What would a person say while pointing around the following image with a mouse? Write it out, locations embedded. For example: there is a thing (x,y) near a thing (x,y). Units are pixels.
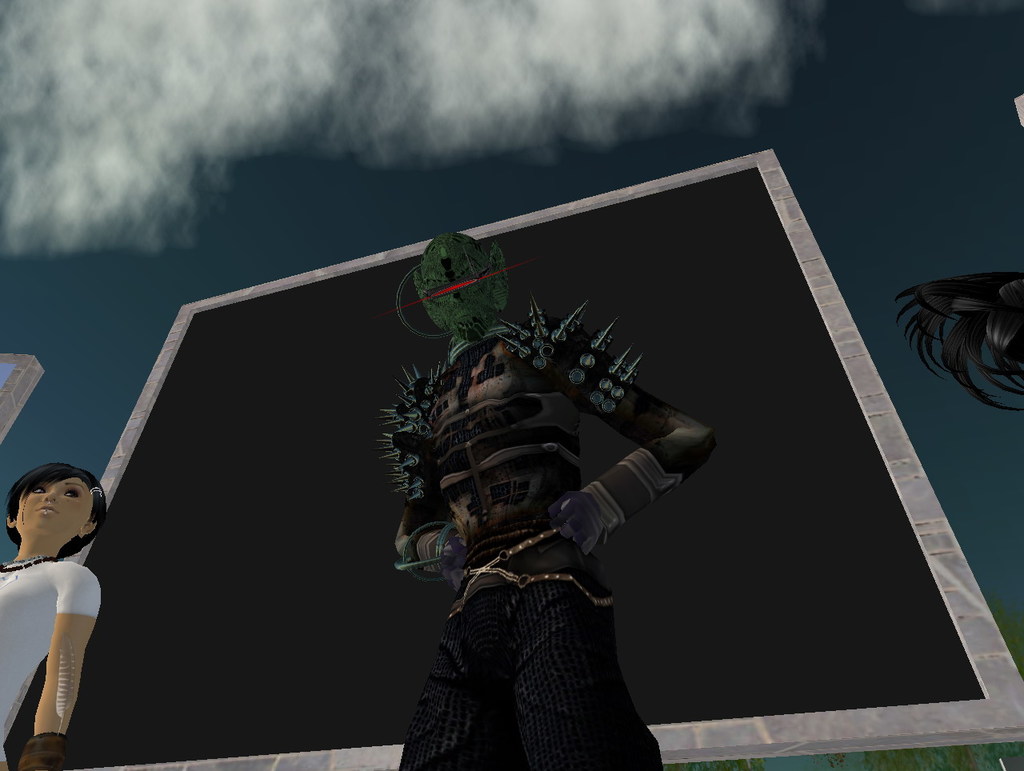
This is animated image, in this image we can see a girl (49,596) on the left of the image (60,596), in the center of the image (504,495) there is an alien character (502,464), on top of the image (542,129) there are clouds (373,74) in the sky (469,118).
